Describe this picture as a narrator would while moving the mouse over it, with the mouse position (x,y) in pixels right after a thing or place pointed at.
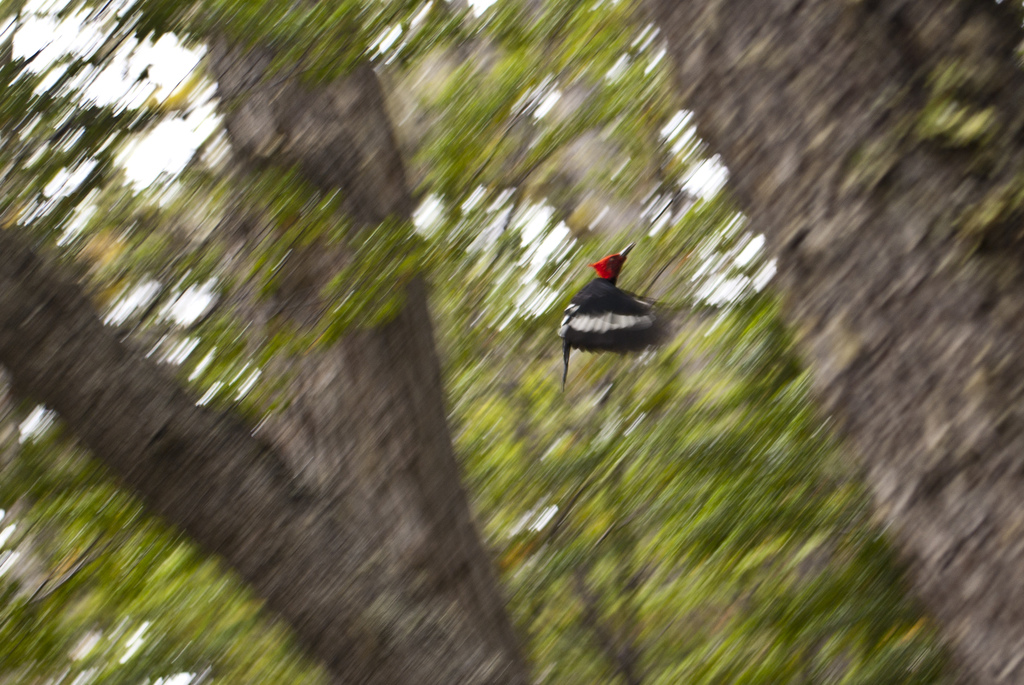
In this picture there is a bird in the center of the image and there are trees (334,407) in the background area of the image (601,449).
